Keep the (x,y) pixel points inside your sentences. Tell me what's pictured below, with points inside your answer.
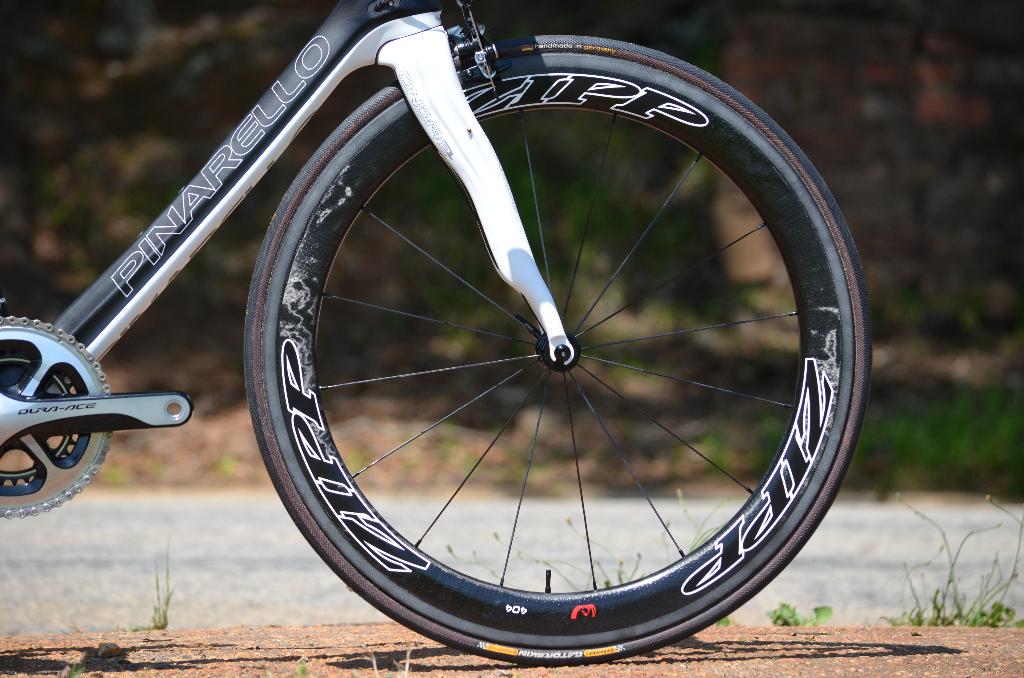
In this image there is a bicycle (334,39) on the land (756,637) having some grass (910,621) and plants (798,622) on it. Beside the land (918,643) there is road (182,568). Background (939,284) there are few plants (913,427) on the land (193,443).
